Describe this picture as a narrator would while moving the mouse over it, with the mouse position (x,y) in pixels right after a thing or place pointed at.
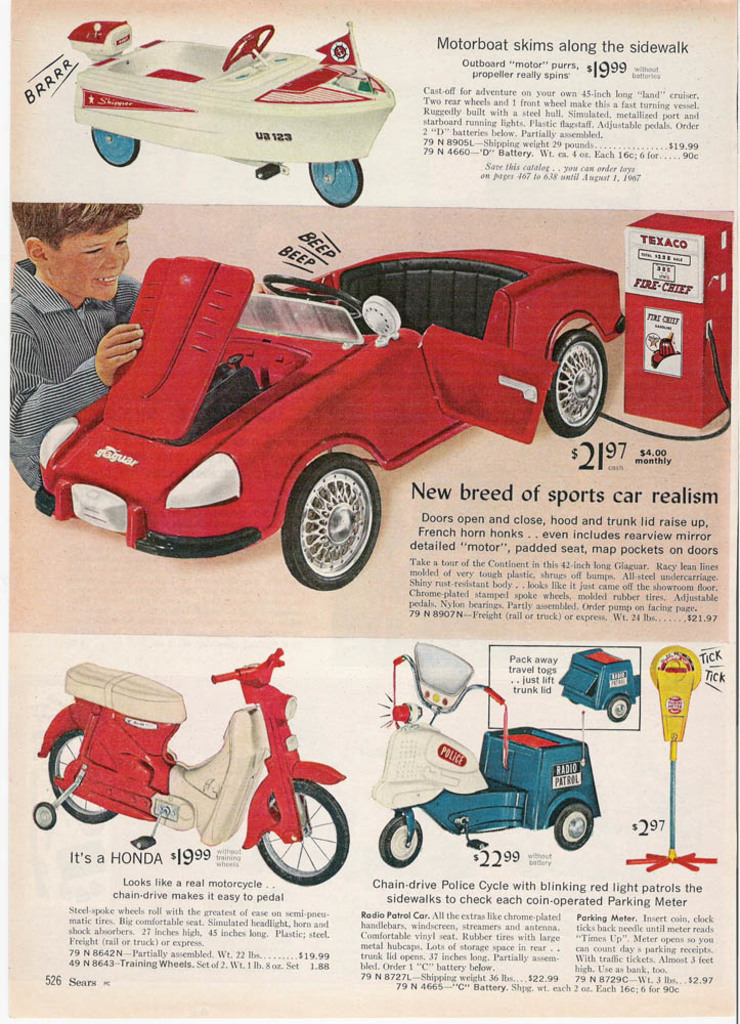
In this picture we can see a paper (242,310) and on the paper (210,299) there are some vehicles (169,331) and other things (59,265) and on the paper (56,354) it is written something.
